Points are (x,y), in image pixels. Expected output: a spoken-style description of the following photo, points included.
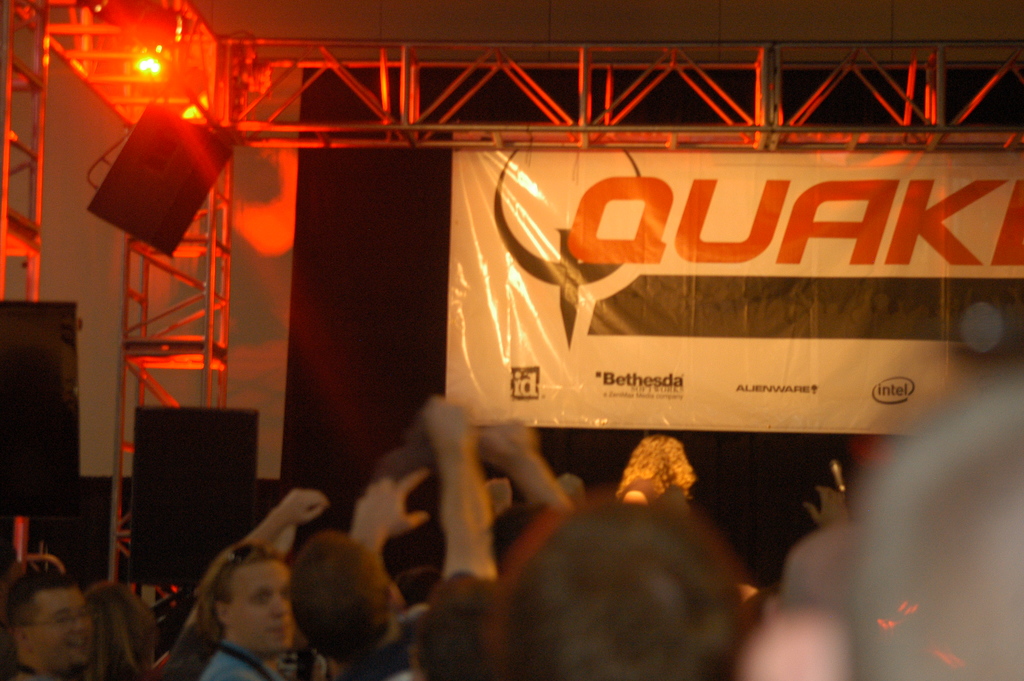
In this picture I can see number of people (631,481) in front (635,612) and in the background (228,279) I can see the rods (29,234), few lights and a banner (577,167) and I see something is written on it.
